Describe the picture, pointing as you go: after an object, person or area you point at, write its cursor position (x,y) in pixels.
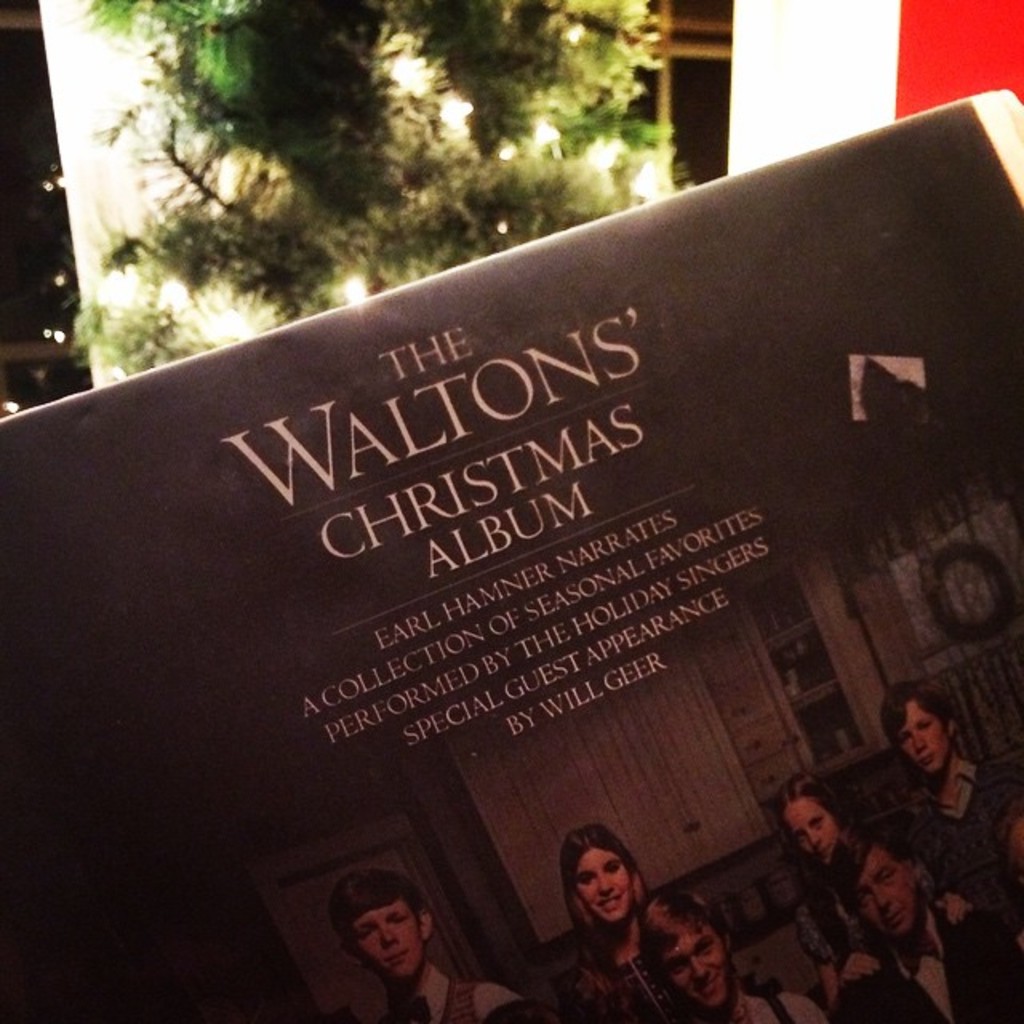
In this image we can see a picture (550,872) of few persons (830,919) and texts (591,678) written on a board (628,592). In the background (333,50) there is a plant (333,50) and objects (784,112).
